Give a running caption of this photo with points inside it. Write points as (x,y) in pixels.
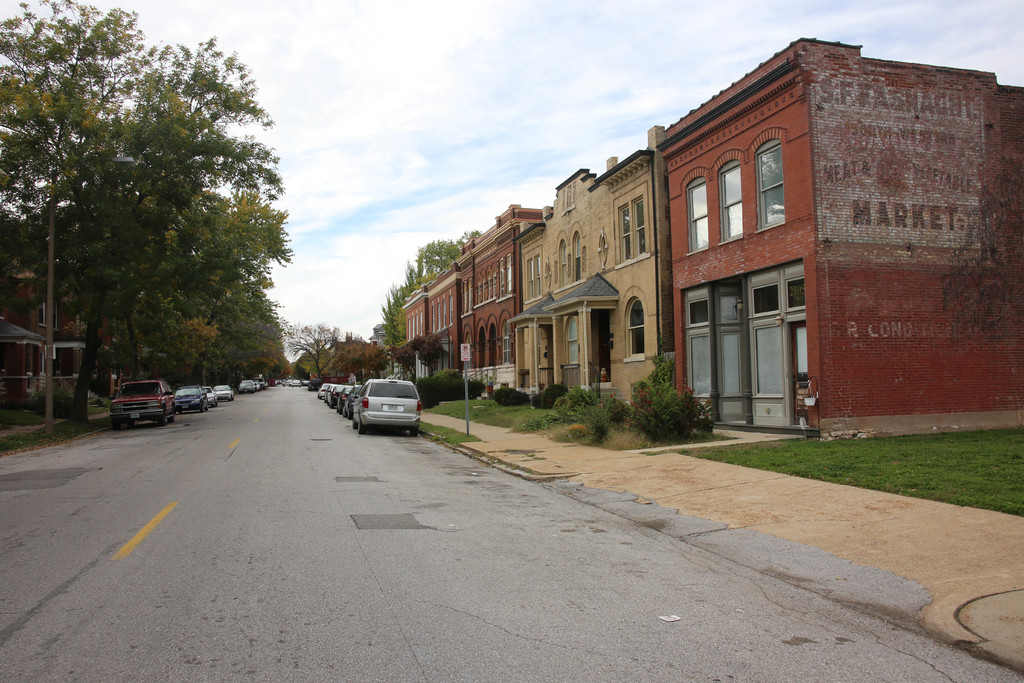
This is the road (289,426), few cars (357,408) are parked on this. On the left side (175,235) there are green trees (210,285) and on the right side (729,288) there are houses (604,291) and at the top (407,100) it's a sky (376,95).
